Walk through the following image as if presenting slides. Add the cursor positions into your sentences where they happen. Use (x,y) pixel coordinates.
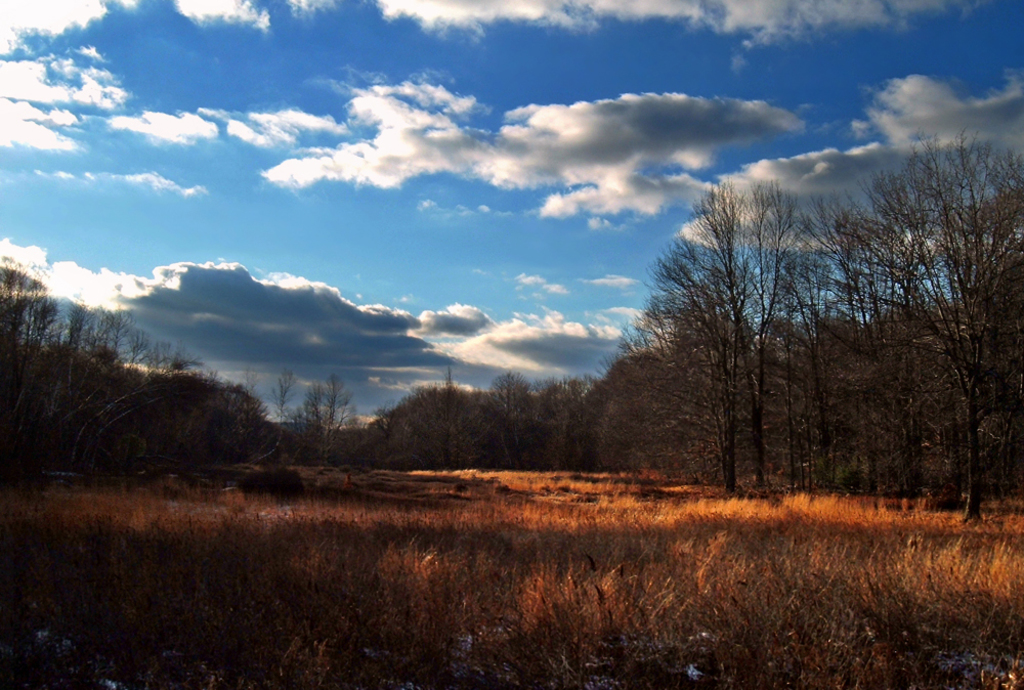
In this image I can see grass (513,556), trees (457,425) and the blue sky (386,234). This image is taken may be in the forest (718,349).
